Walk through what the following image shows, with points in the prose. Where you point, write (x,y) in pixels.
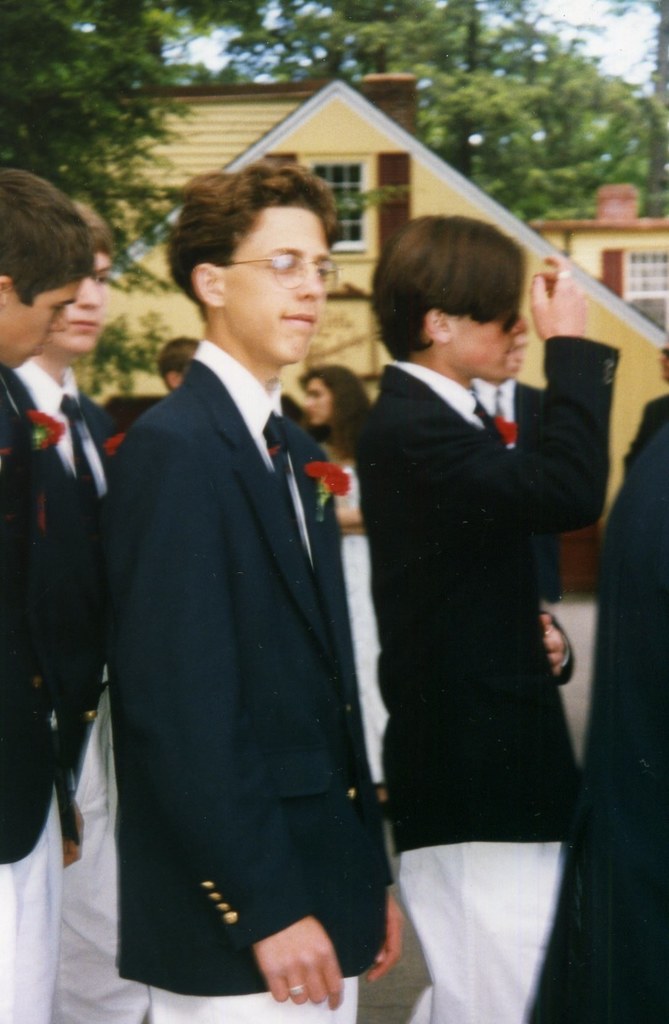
This image consists of few persons (396,584). All are wearing blue suits (316,666) along with the red flowers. In the background (382,232), we can see a house (372,231) along with the windows (632,299) and there are trees (179,78). At the bottom (412,1010), there is a road (394,998).
